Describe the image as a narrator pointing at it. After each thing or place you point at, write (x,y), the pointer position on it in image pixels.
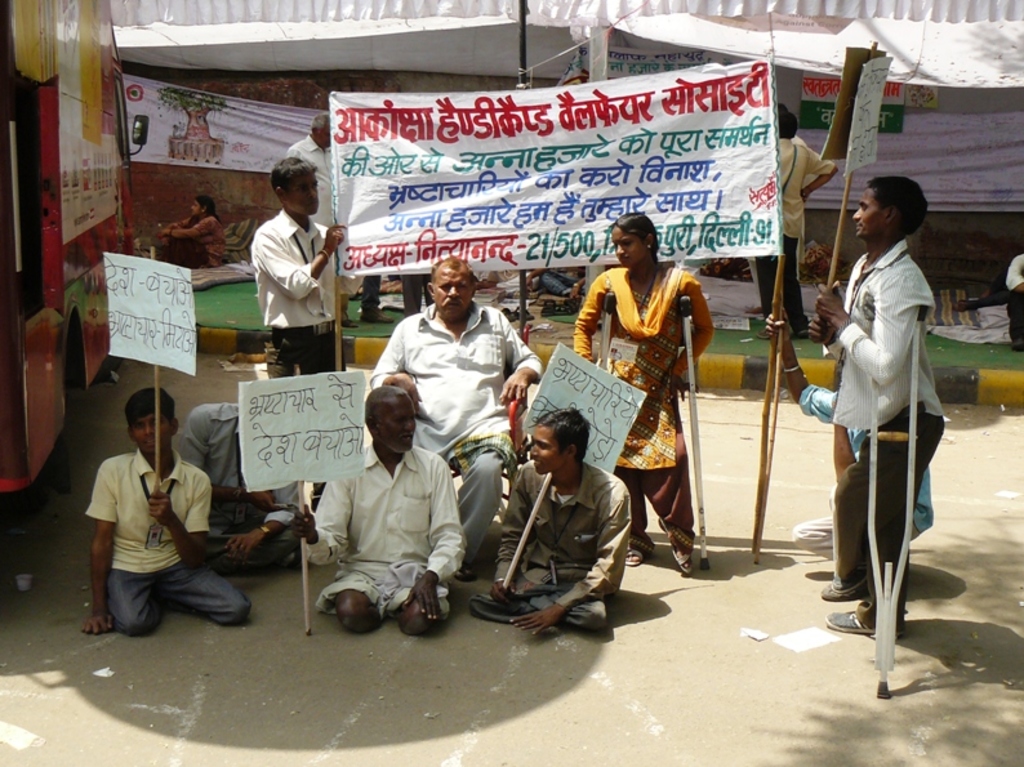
This picture is clicked outside. In the center (606,499) we can see the group of persons (197,461) holding some objects (310,436) and sitting on the ground (468,634) and we can see a person (493,418) sitting on the chair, we can see the group of persons (677,292) holding some objects (830,148) and standing and we can see the text (401,128) on the posters (324,374). In the background (238,43) we can see the tent (568,0), metal rods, vehicle (124,105), group of persons (206,249) and many other objects (984,382).
